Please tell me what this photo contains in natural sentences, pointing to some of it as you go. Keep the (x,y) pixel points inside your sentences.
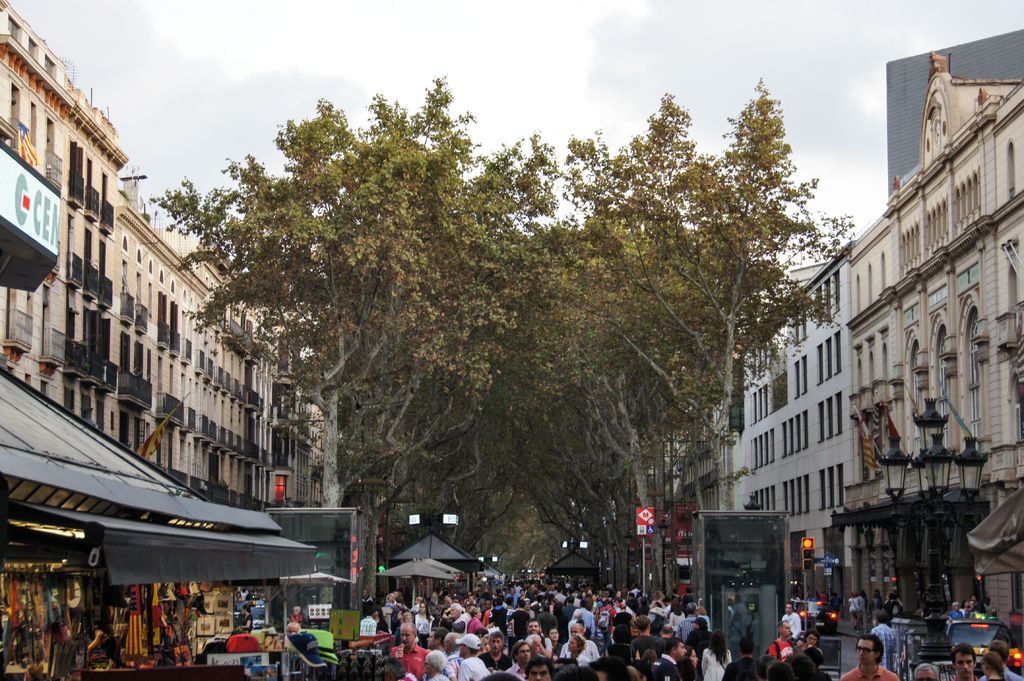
In this image there is a road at the bottom (843,641). On the road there are so many people (569,599). On the left side (198,588) there are stores (166,624) and shops (305,629) at the bottom (153,623). In the background (402,448) there are trees (468,377). There are buildings (154,327) on either side of the road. On the right side (812,556) there is a traffic signal light (810,569) on the footpath (795,628). This image is taken in the street (843,623).
